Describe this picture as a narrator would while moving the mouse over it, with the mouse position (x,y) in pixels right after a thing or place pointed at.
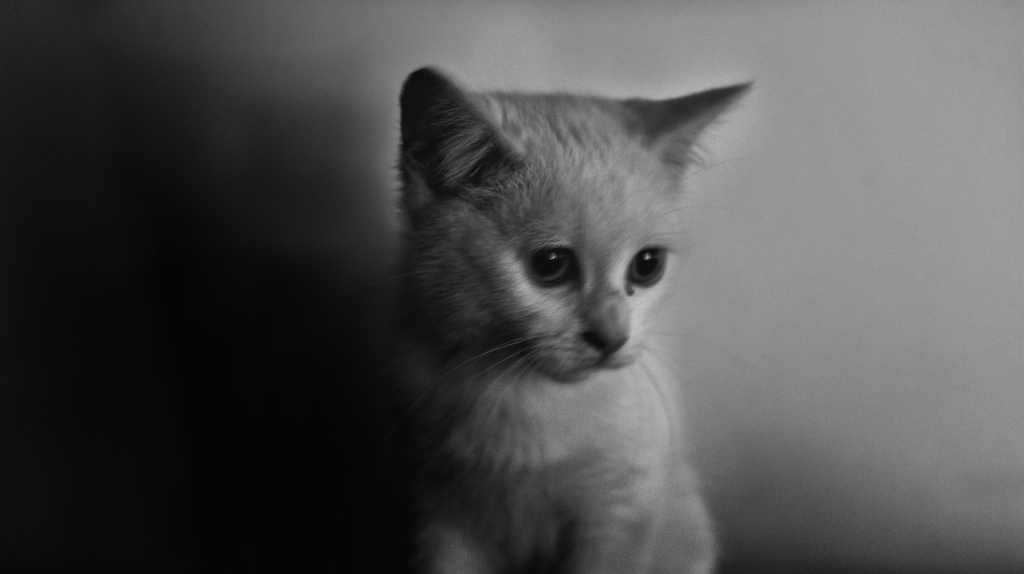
In this image, we can see a cat (574,339). On the left side of the image (63,138), we can see a dark view (58,237).
